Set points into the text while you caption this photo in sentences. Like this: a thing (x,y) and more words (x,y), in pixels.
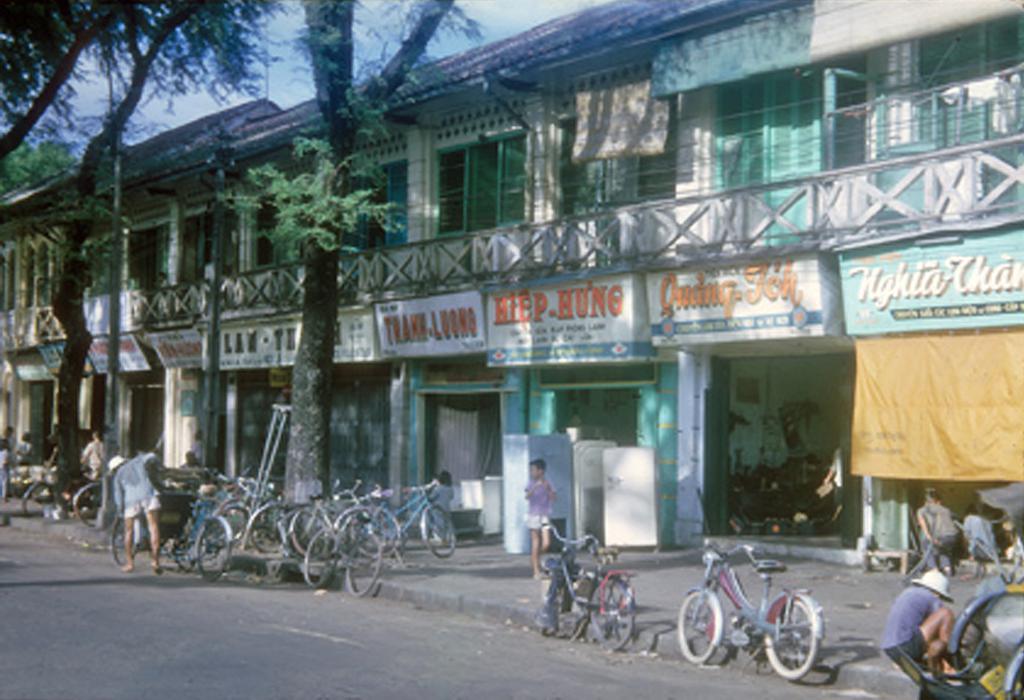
In the image there are a lot of stores (463,374) and in front of the stores (496,336) there are cycles (236,514), trees (64,409), people (90,450) and road (14,573).
